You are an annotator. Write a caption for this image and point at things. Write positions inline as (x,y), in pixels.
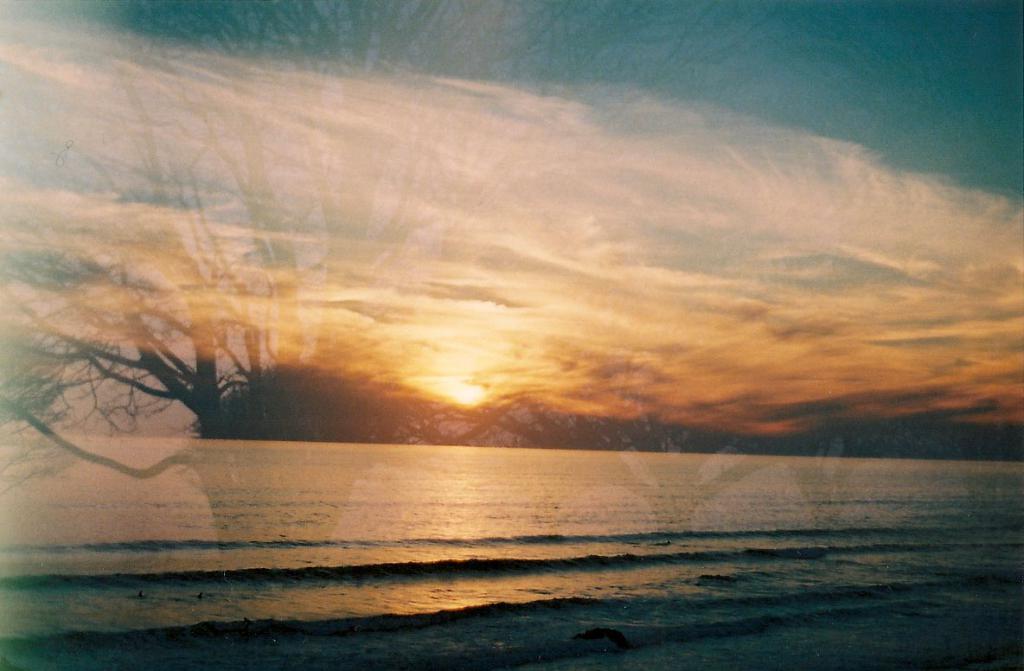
This picture is taken from a glass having reflection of few trees (232,392). Bottom of image (566,506) there is water (563,559) having tides (447,566). Top of image (766,156) there is sky (645,279) with some clouds (529,349) and sun (467,408).
